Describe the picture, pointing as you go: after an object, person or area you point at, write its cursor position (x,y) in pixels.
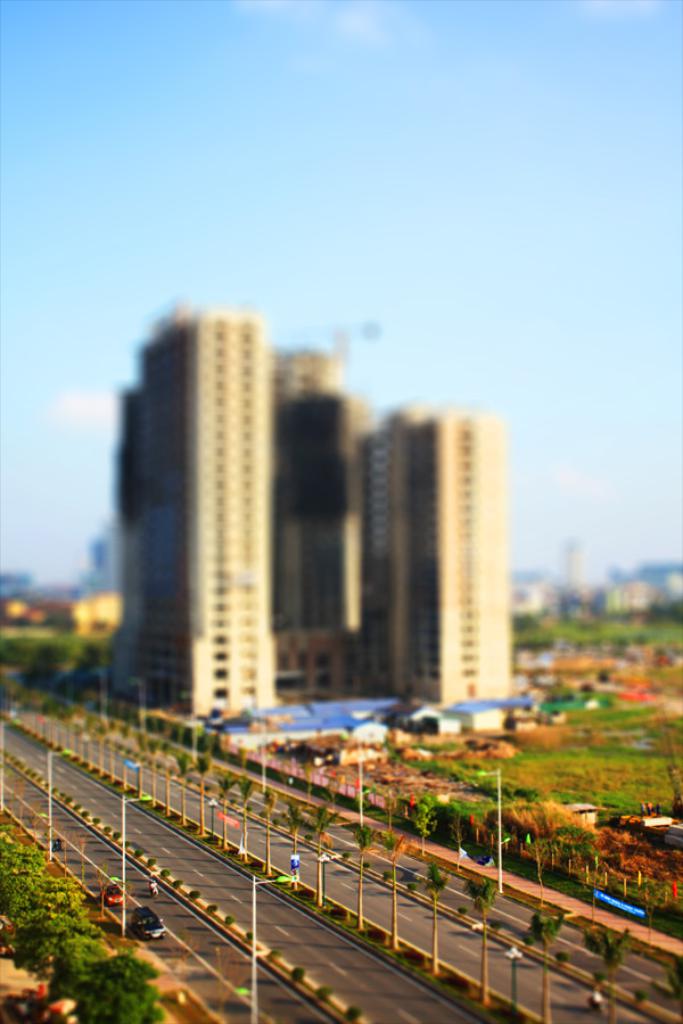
In this image at the bottom (141,877) there is a road (256,901), poles (124,928), vehicles (139,922), trees (58,887), plants (643,873), and there is a footpath (548,899). And in the background (302,676) there are buildings (500,599), towers (144,631), plants (553,726) and some houses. At the top (211,174) there is sky (428,200).
